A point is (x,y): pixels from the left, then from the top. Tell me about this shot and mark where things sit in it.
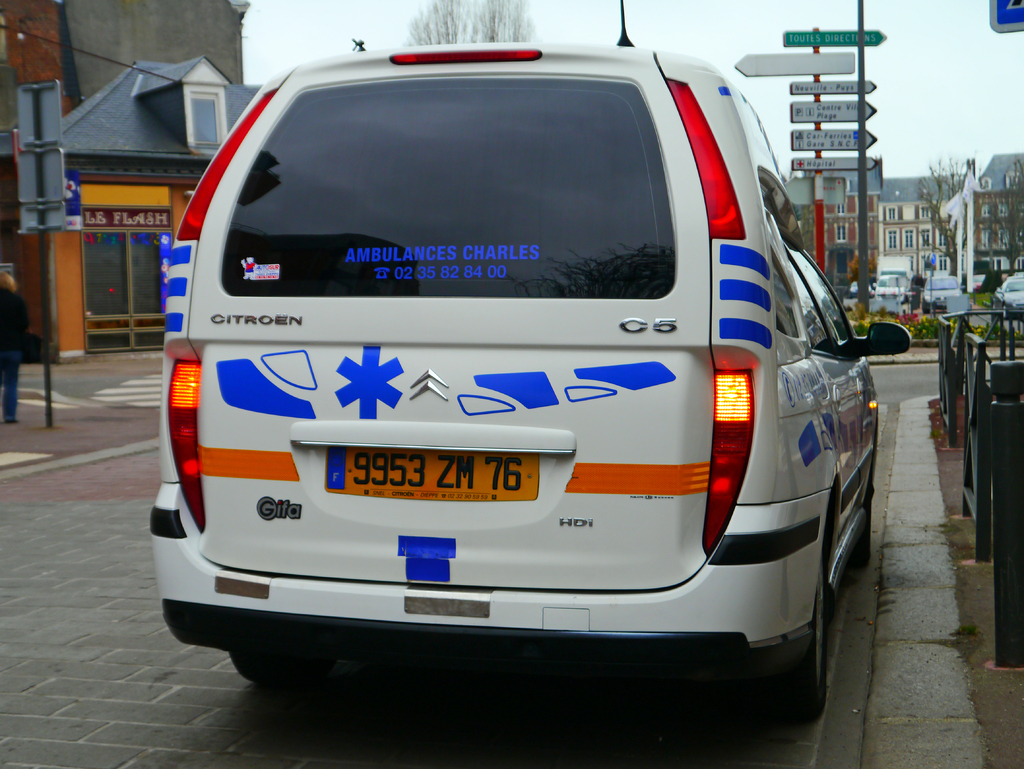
In this image there is a vehicle (600,511) on a road (205,664), in the background (40,222) there are buildings (902,232), sign boards (842,180), tree (485,17) and the sky (891,94).
